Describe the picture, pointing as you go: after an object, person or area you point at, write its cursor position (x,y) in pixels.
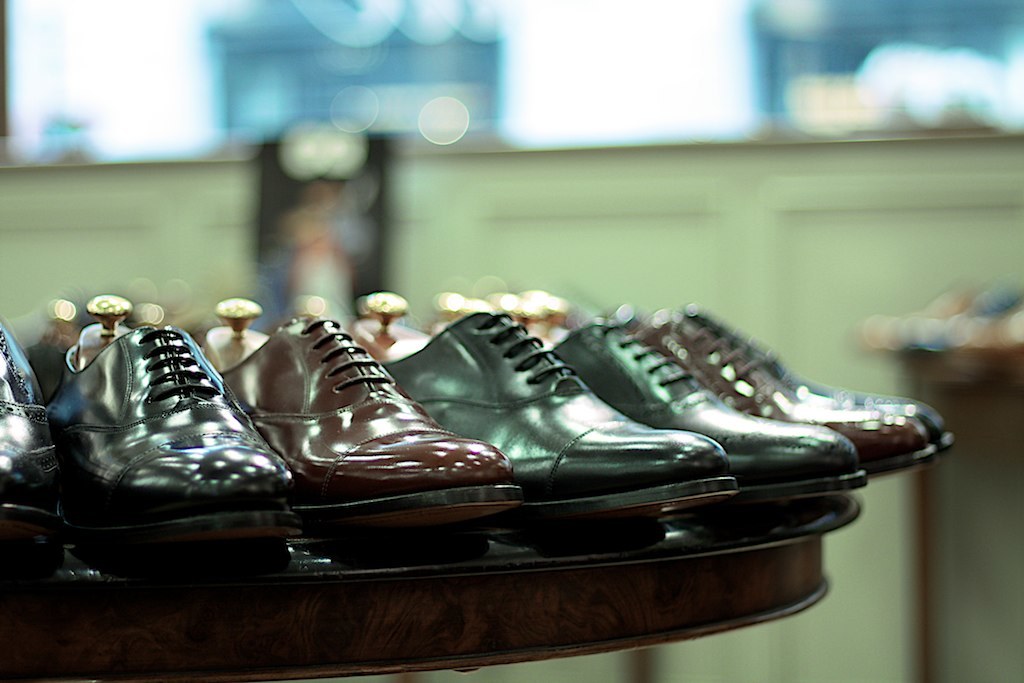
In this picture we can see few shoes (533,413) on the table (638,516) and we can see blurry background (675,184).
